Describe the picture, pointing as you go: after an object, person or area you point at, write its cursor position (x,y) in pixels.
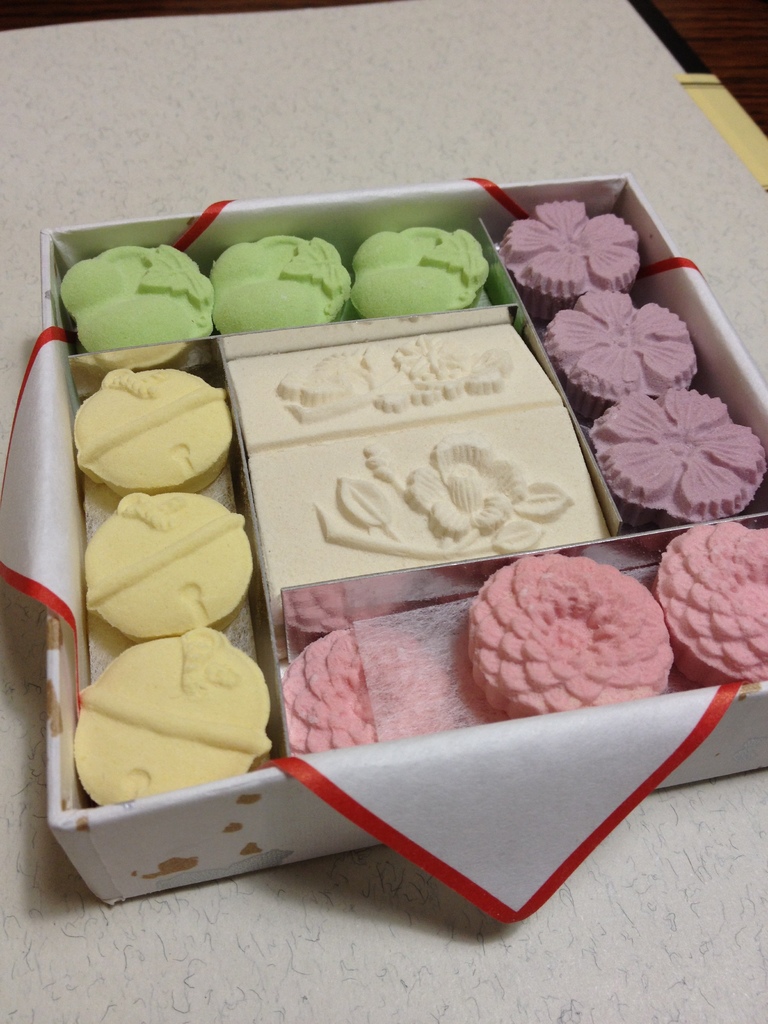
In this picture we can see a table (390,118). On the table (412,125) we can see a box (54,248) which contains desserts (337,444) and paper (419,733).
